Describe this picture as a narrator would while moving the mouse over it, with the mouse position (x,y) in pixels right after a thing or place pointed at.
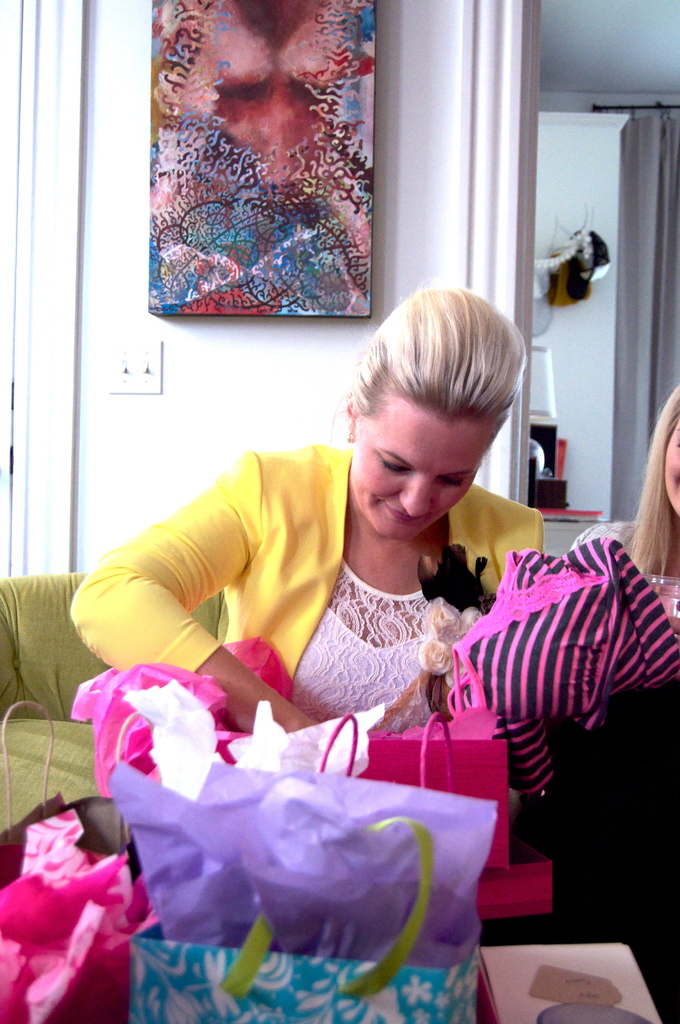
In the picture we can see a woman (288,639) sitting on the sofa (28,796) which is green in color and she is wearing a yellow color blazer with a white dress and with her we can see some bags (160,1011) which are pink in color and some are blue in color and beside her we can see another woman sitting and in the background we can see a wall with painting (211,164) and some switch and beside the wall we can see another room (623,94) with a curtain (631,374) near it.
